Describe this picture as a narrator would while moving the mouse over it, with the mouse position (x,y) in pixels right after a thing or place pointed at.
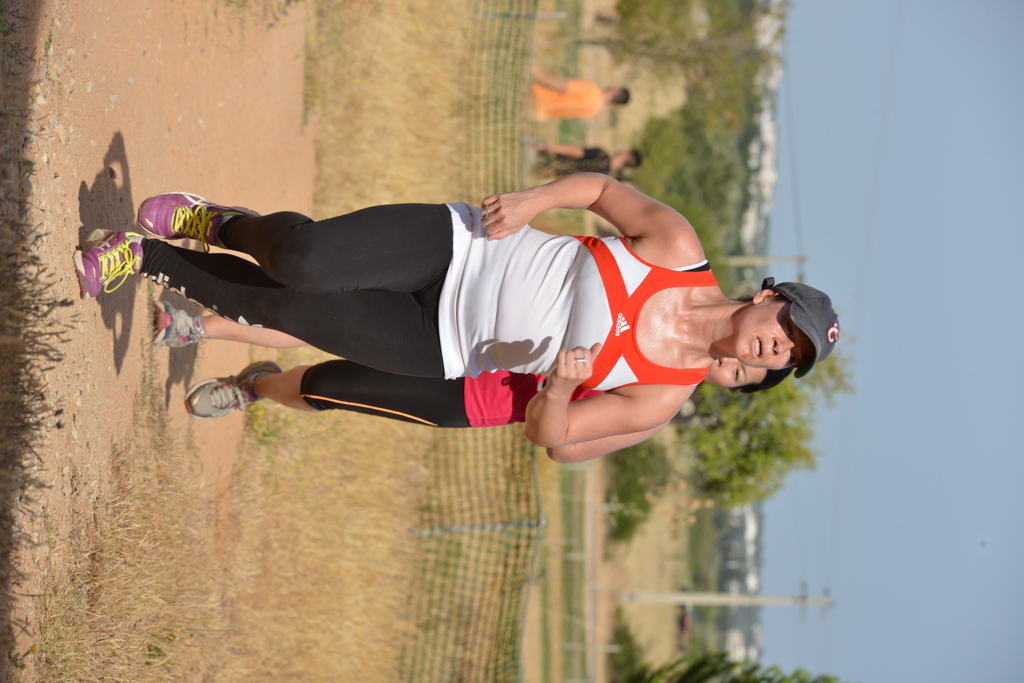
In this image there are two girls (436,363) running on the ground (165,298) one after the other. In the background (489,123) there is a net (489,83). Behind the net (489,99) there are trees (732,183). At the top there is the sky (940,213). On the left side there are two boys (555,105) walking on the ground (552,133). On the right side (752,592) there is an electric pole (736,602).
